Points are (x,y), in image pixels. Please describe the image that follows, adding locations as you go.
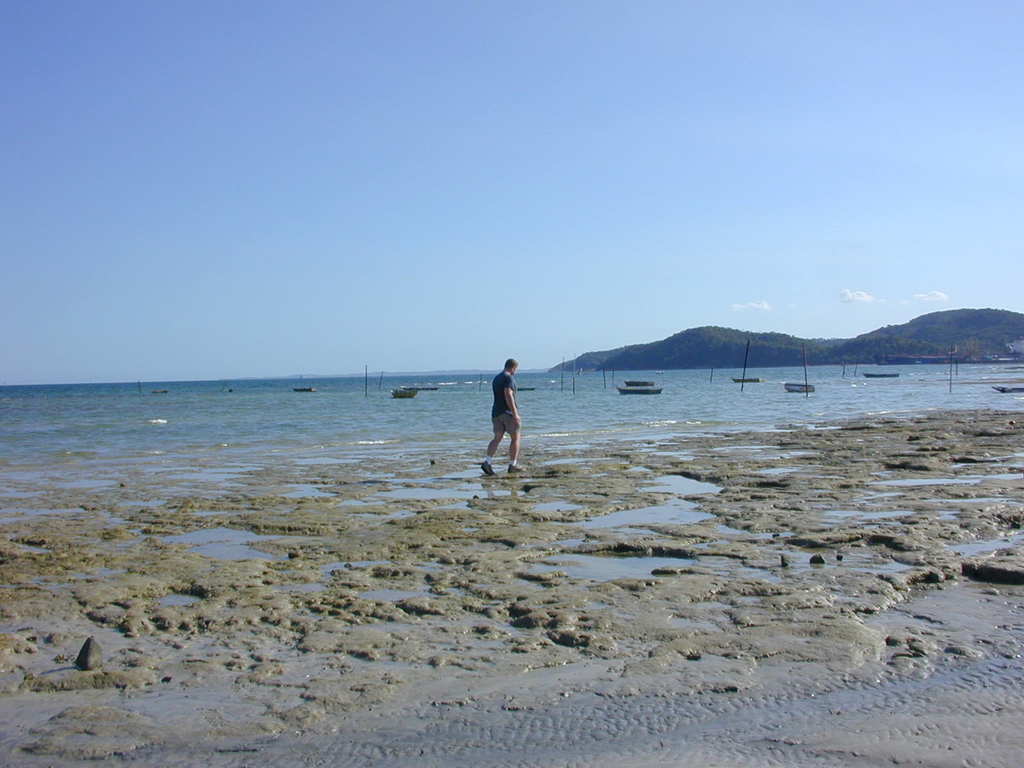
In this image there is the sky (372,177), there are mountains (747,334) truncated towards the right of the image (958,322), there are poles (746,354), there is the sea (429,395), there are objects (634,393) on the sea (542,389), there is a person (499,381) walking, there is an object (1004,388) truncated towards the right of the image (1020,390).
